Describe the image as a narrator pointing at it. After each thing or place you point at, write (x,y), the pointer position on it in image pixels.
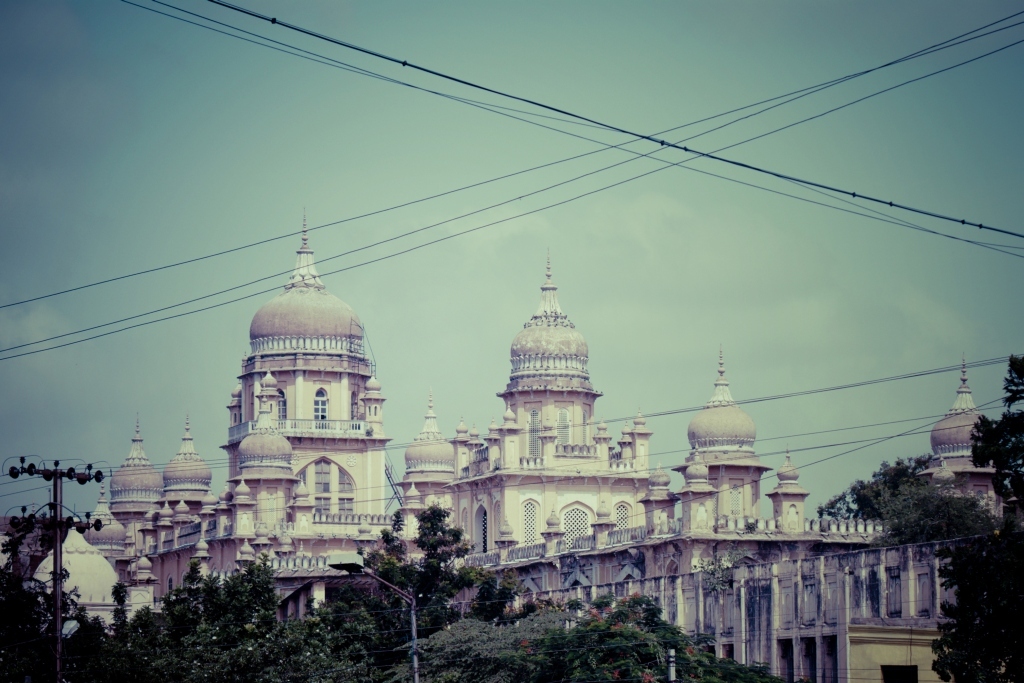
In the center of the image (555,433) there is a building (348,519). At the bottom of the image (157,646) we can see trees (384,650) and electricity poles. At the top of the image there are wires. In the background (165,145) there are clouds (682,274) and sky (888,156).
